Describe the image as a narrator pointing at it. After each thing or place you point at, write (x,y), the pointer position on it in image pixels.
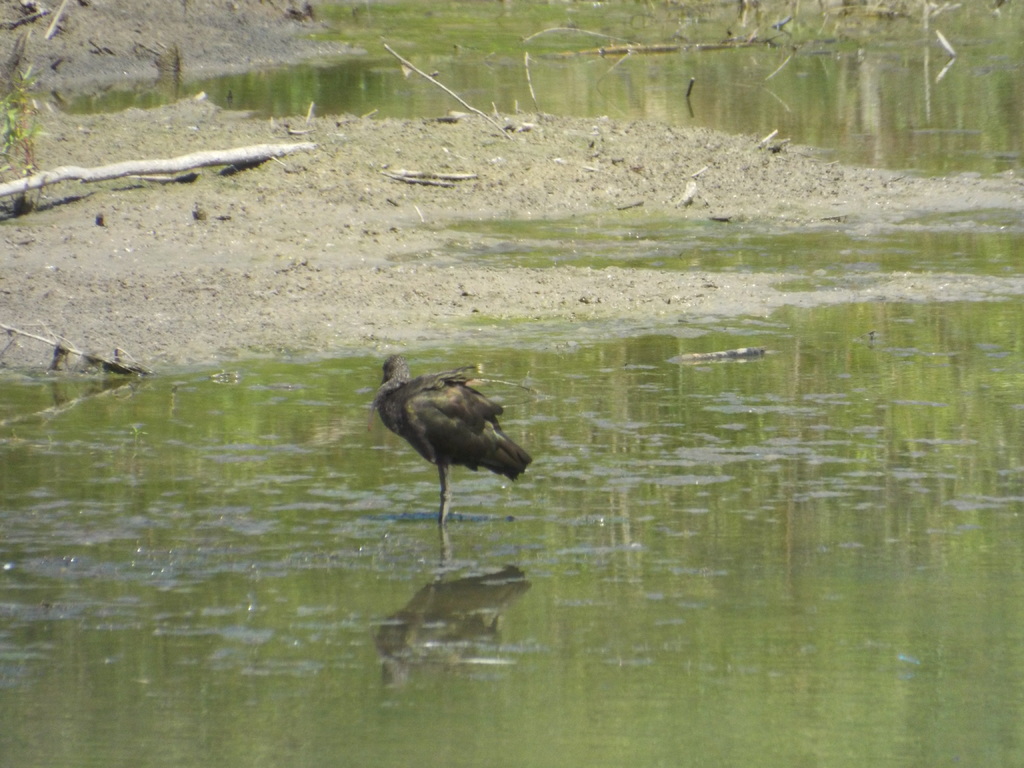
In the center of the image (441,380) we can see bird (445,475) in the water (475,572). In the background (428,48) we can see water (760,67) and mud (232,124).
